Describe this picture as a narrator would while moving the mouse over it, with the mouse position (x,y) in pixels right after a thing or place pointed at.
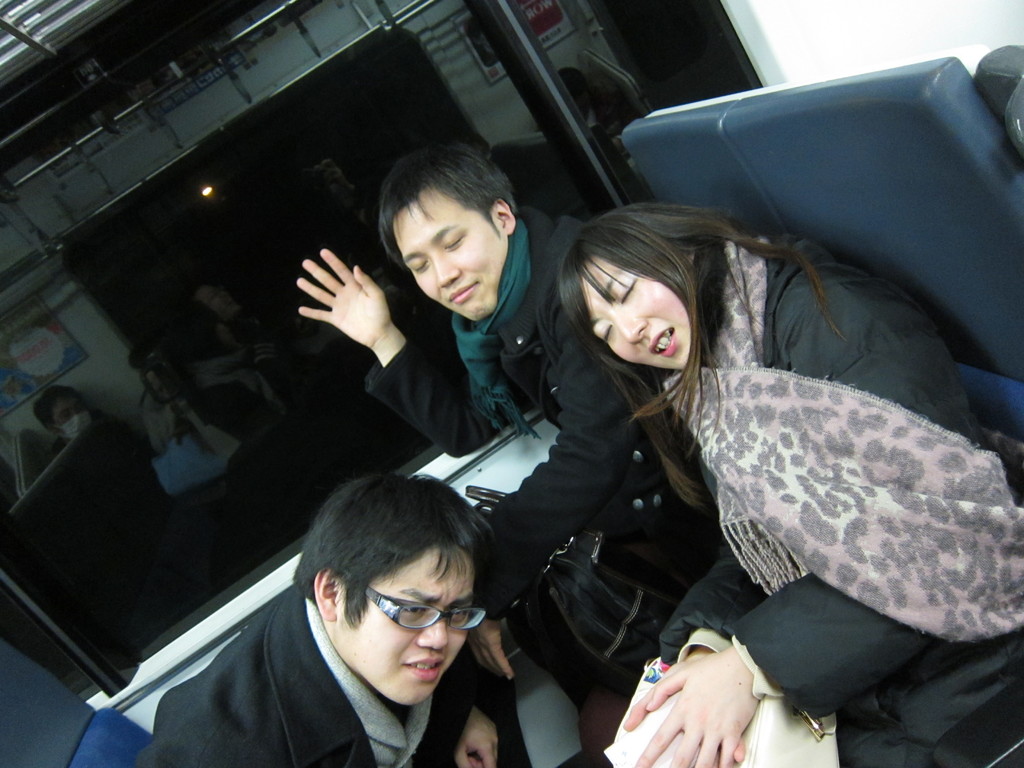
In this image we can see persons (339,517) sitting on the chairs (1011,215). In the background (29,324) we can see window (418,98).
